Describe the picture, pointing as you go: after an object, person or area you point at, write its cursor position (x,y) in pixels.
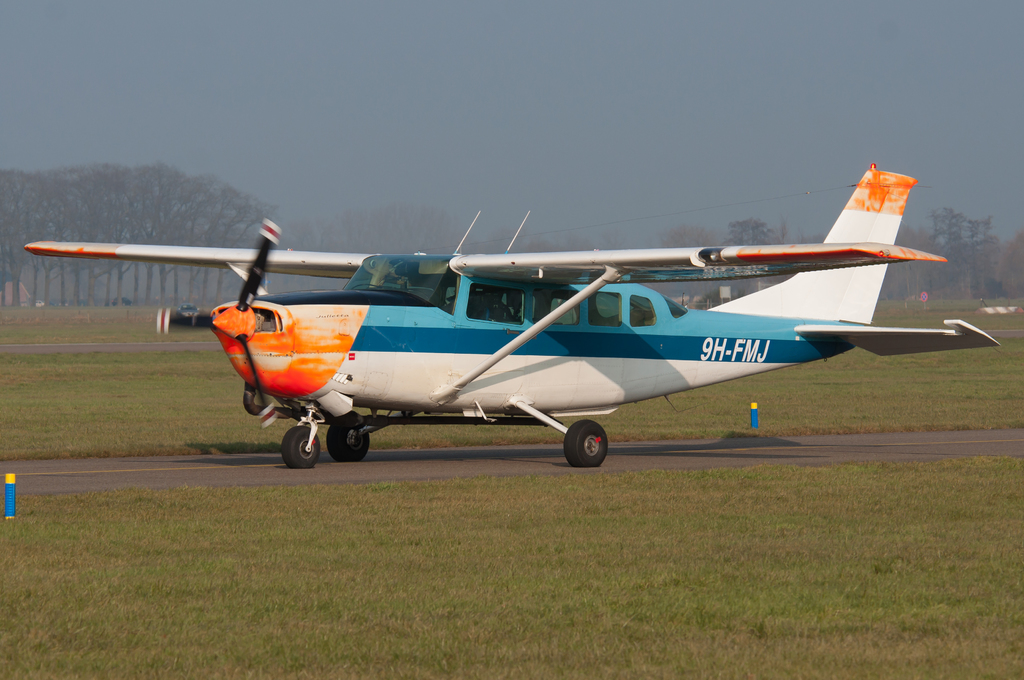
In this picture there is an aircraft (630,266) in the center of the image (682,326) and there is grassland (462,528) in the image and there are trees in the background area of the image (676,233).
